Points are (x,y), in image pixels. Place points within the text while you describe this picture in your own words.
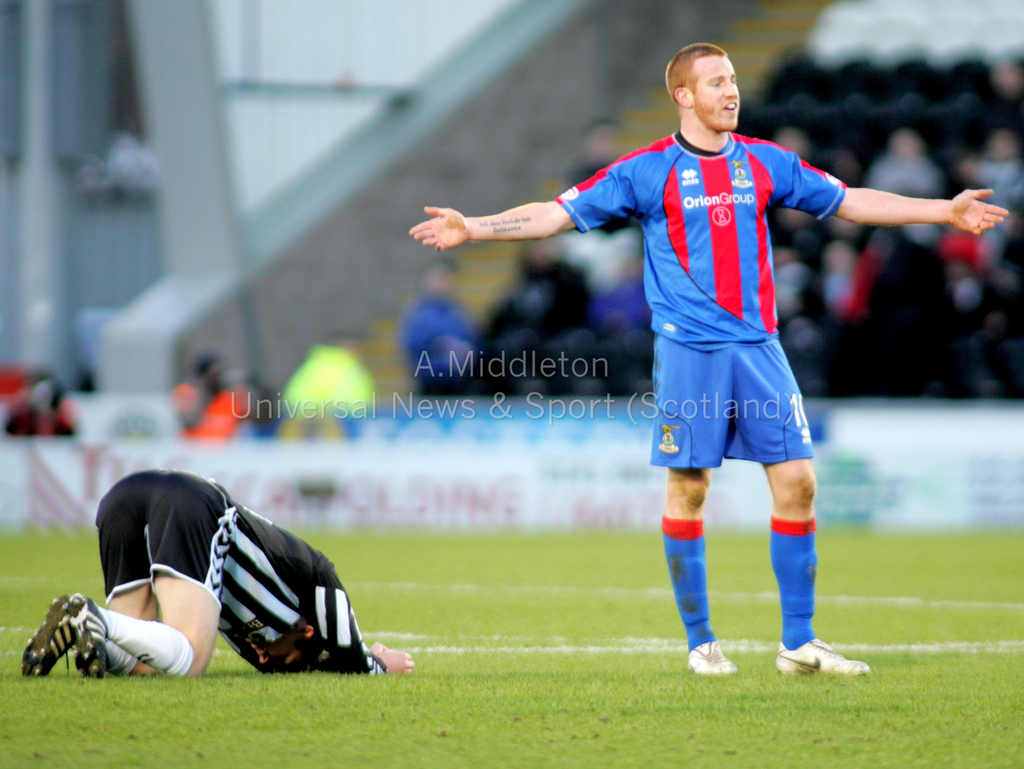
This is the picture of a stadium (631,16). In this image there is a person (637,166) standing and there is a person (193,619) kneeling on the grass (170,691). At the back (452,272) there are group of people (1010,124) sitting. At the back (1002,434) there are boards (533,440) and there is a text (49,500) on the boards (494,439). At the bottom (536,678) there is grass (512,607).
